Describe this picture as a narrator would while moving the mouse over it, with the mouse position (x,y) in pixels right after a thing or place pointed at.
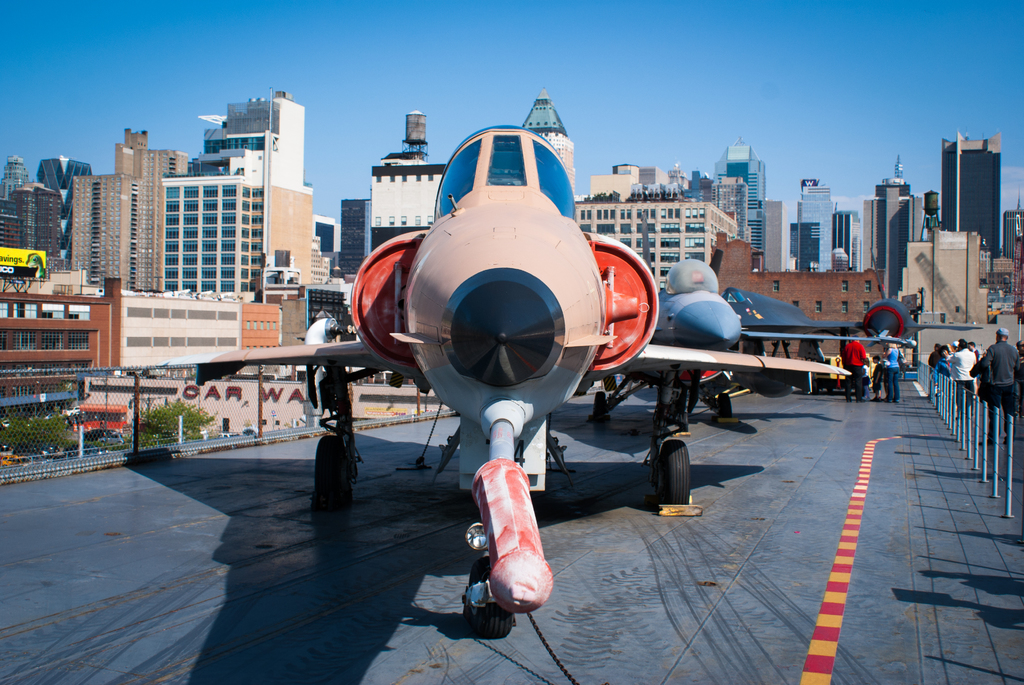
In this picture there are aeroplanes (356,292) in the center of the image (400,349) and there are boundaries (79,449) on the right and left side of the image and there are people (1009,362) on the right side of the image (1018,351), there are buildings (24,197) in the background area of the image (347,197) and there are trees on the left side of the image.
